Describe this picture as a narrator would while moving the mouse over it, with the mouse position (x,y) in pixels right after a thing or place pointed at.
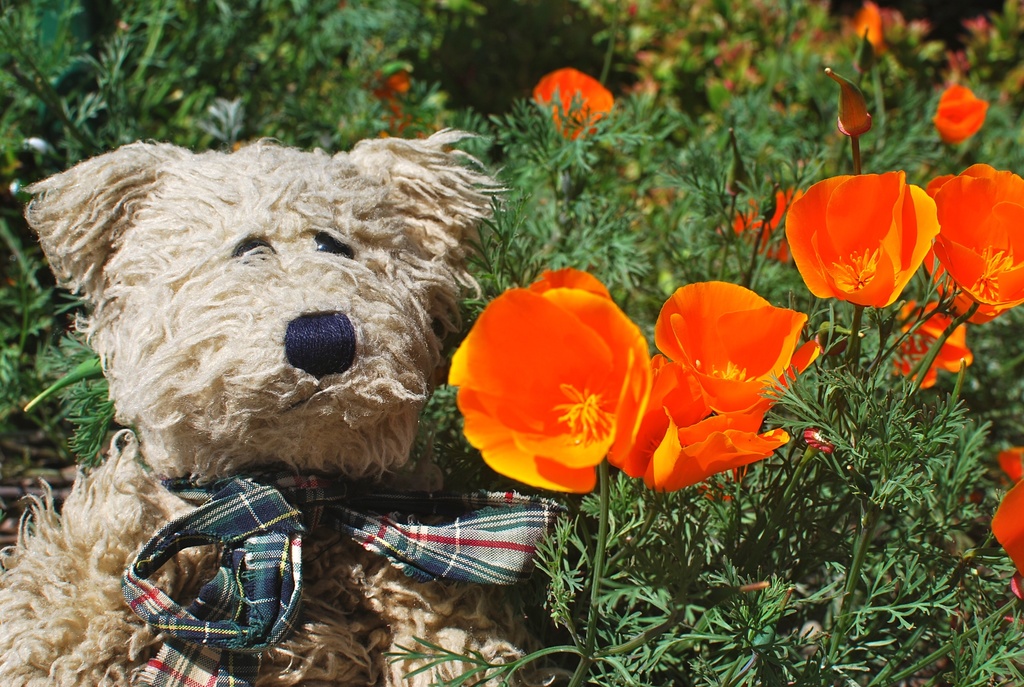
In this picture there is a teddy bear (162,386) on the left side of the image (127,339) and there are flower plants (600,263) on the right side of the image (825,228).
